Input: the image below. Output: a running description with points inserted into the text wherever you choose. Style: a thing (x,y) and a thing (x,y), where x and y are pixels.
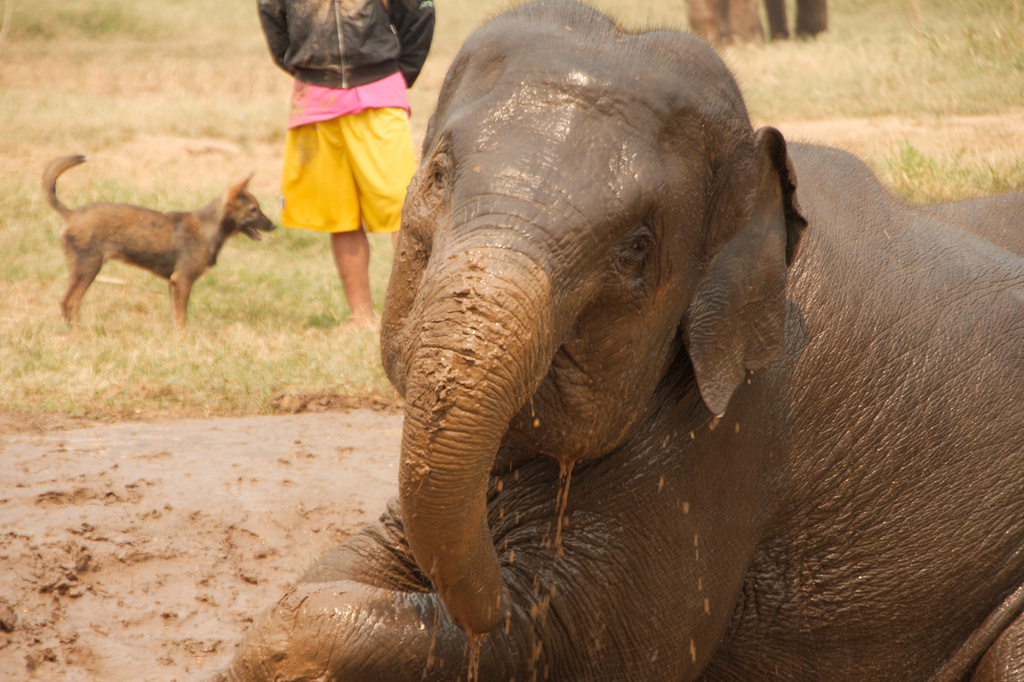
In this image I can see a elephant (761,470) which is brown in color and I can see mud (466,531) to its trunk (422,497) and legs (317,583). In the background (150,497) I can see the mud (197,504), a dog (126,243) which is brown and black in color is standing on the ground (163,323) and a person (318,64) wearing black jacket (311,41) and yellow short (331,124) is standing on the ground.
